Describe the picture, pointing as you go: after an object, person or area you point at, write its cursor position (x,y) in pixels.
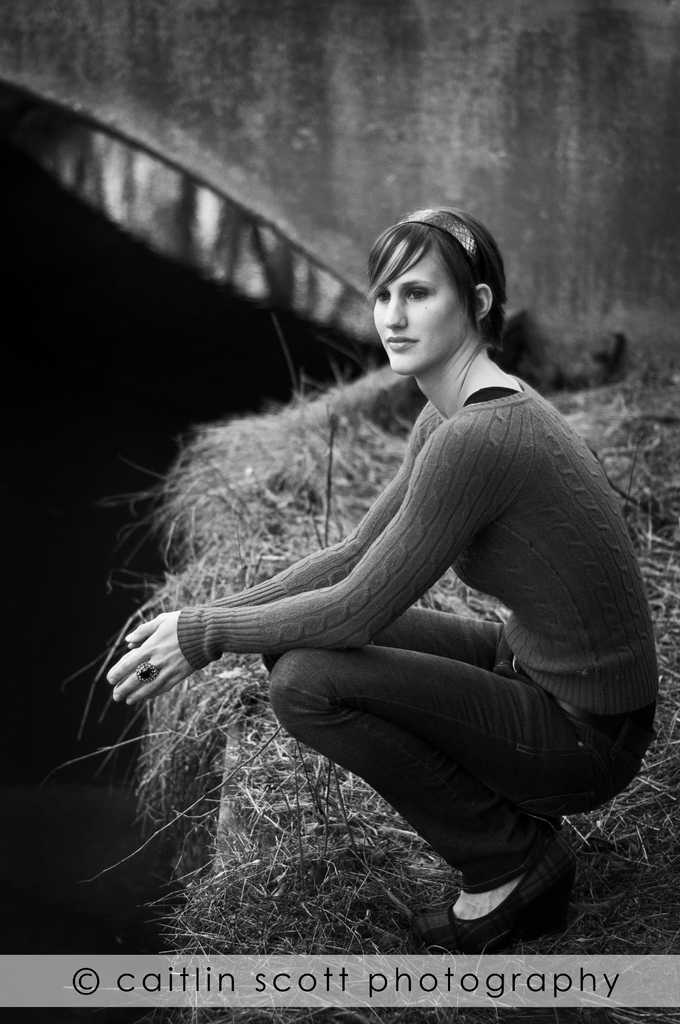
On the right side (455,272), there is a woman (462,287) in a sweater (510,476), squatting on the grass (388,891) on the ground (260,461). Below her, there is a watermark (278,968). In the background (374,49), there is a wall (263,73).
